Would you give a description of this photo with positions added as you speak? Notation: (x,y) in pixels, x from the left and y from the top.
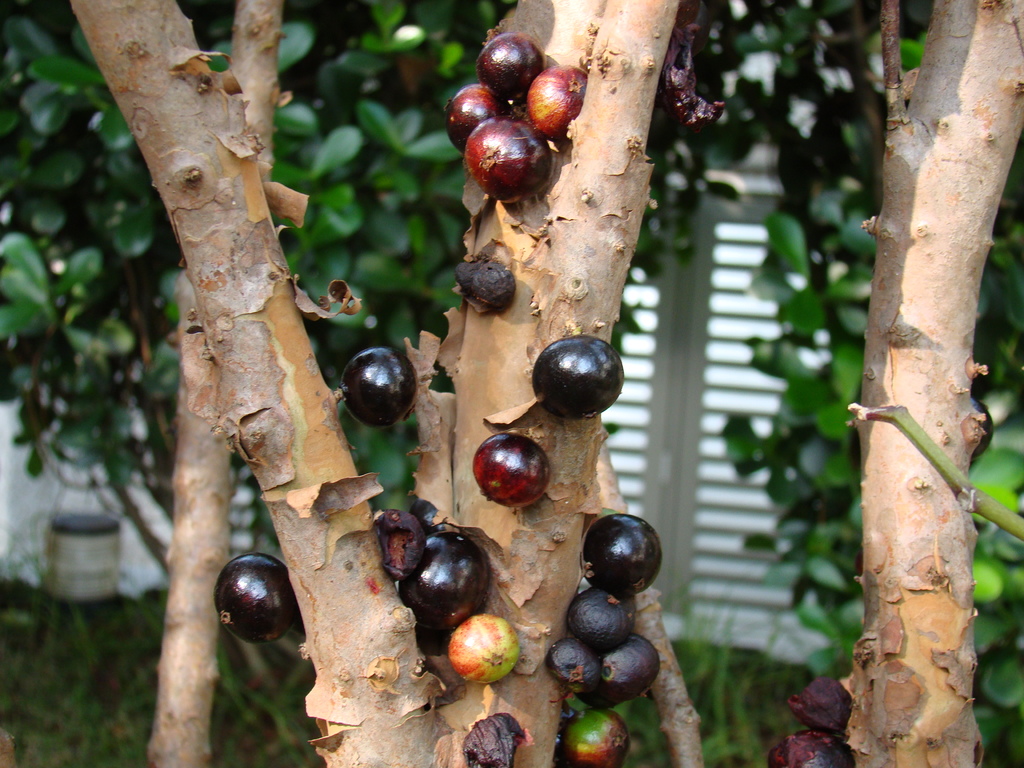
In the image there are black color fruits (585,666) on the tree stems (193,140). In the background (286,162) there are trees (442,86) with leaves (858,195) and also there is a window (644,470).
